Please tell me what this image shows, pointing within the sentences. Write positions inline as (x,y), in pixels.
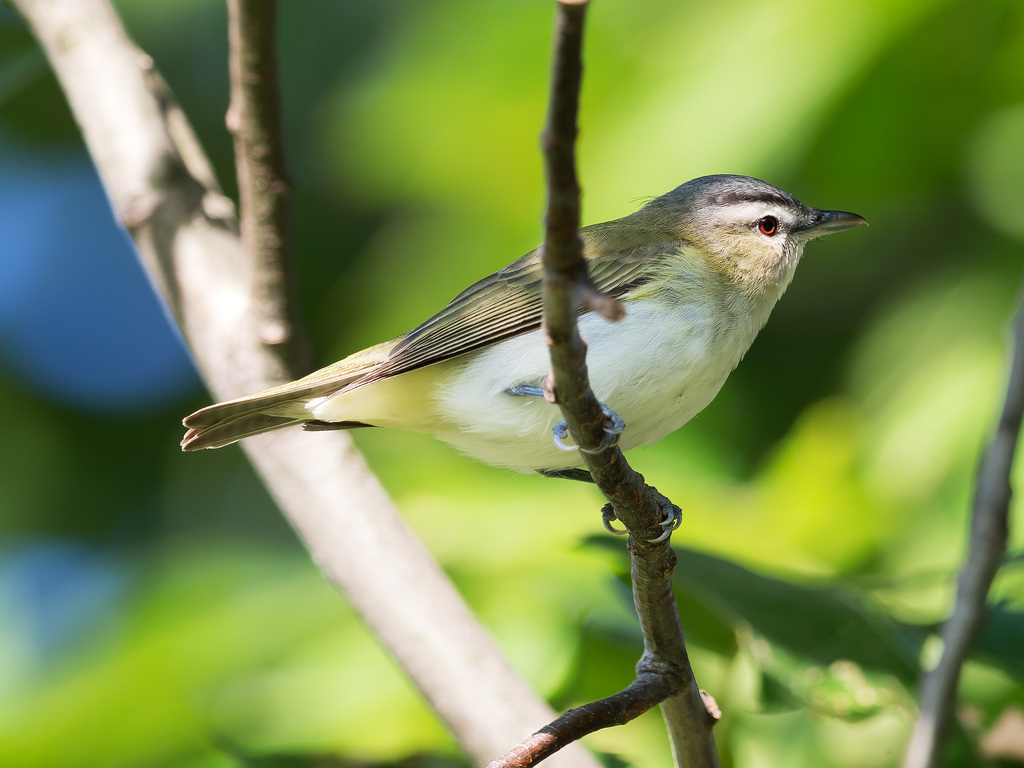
We can see a bird (588,369) on stem (620,470). In the background (34,467) it is blue and green color.
